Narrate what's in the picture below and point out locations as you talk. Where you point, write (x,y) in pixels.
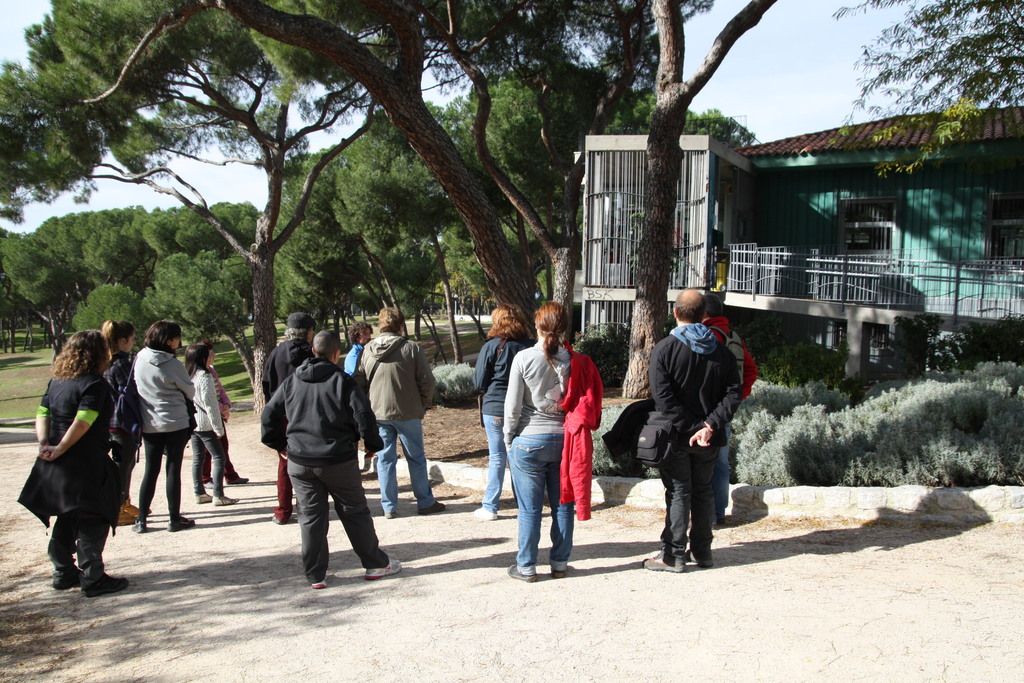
In this image I can see in the middle (672,388) a group of people (387,464) are standing, on the right side (737,217) there is a house (805,290), at the back side (397,147) there are trees (565,141). At the top (808,58) there is the sky (809,55).
